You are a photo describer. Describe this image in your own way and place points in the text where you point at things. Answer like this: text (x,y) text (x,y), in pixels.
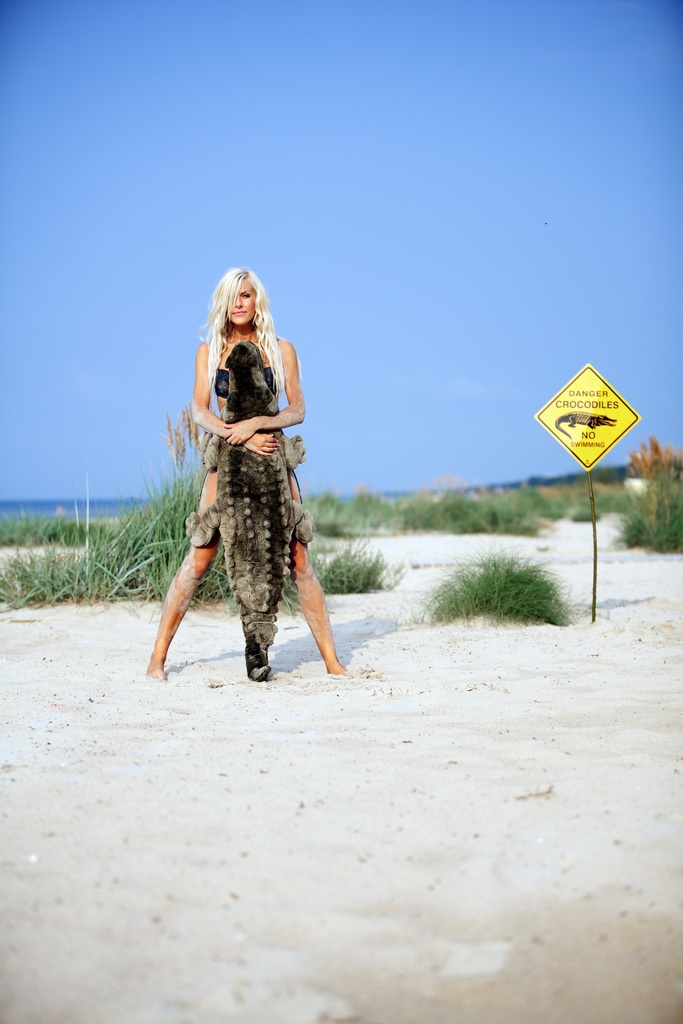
In the foreground of this picture (253,351), there is a woman (221,319) standing on the sand (371,676) and holding a toy crocodile (242,503) in her hand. In the background (635,513), there is a sign board (617,416), grass (490,570), sand (431,548), water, and the sky (101,368).
